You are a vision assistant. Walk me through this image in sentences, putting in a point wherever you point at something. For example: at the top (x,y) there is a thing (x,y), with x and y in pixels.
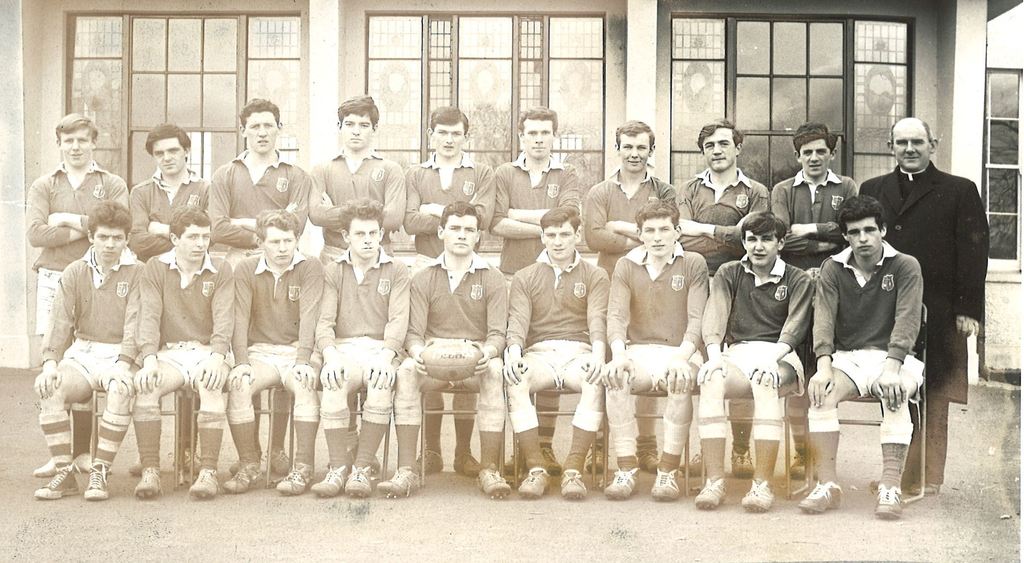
In this image there are some persons (600,338) sitting in middle of this image (509,318) and there are some persons (464,193) standing behind them. there are three windows (514,81) in the background (611,80) and there is a person (946,216) at right side (965,237) is wearing black color dress (950,277) and the middle person (467,328) of this image is holding a ball (454,369), and there are some chairs (191,451) at bottom of this image (423,460).
